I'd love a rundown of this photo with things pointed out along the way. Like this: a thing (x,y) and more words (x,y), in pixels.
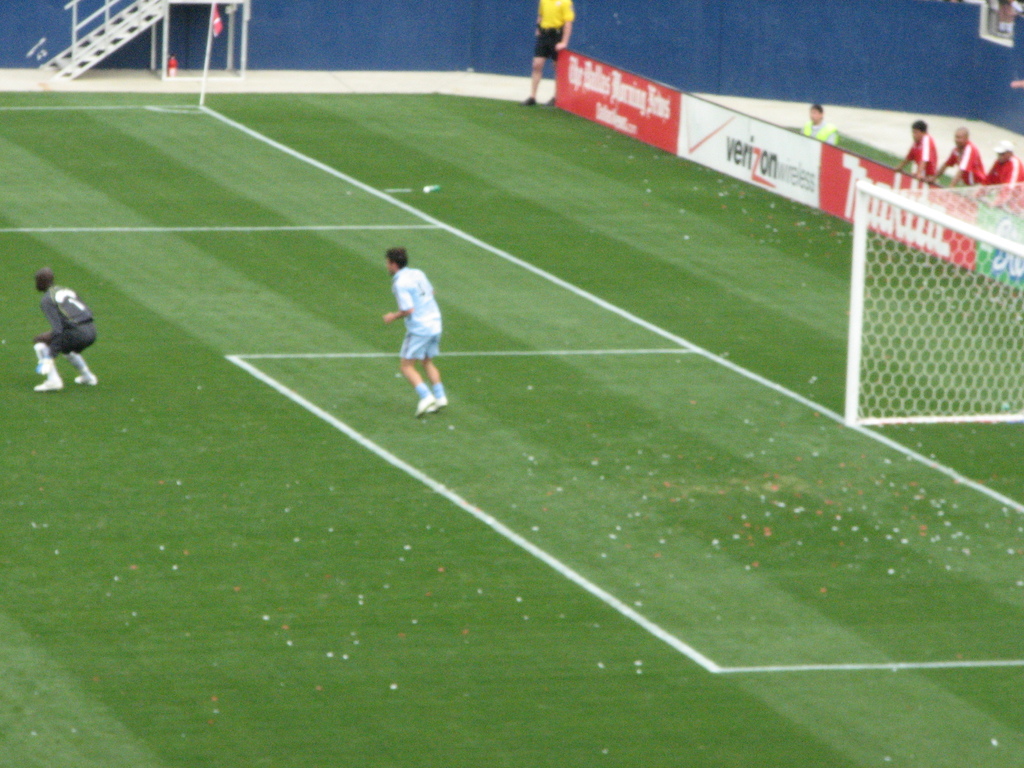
On the left (52,318) there is a person (70,321) in squat position on the ground (157,368) and behind him there is a person (439,317) in motion. In the background (140,53) there are few people (812,133) standing on the ground (833,434) at the hoarding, net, poles (965,227), flag (206,63) on the ground (5,90), wall (801,36) and some other items (72,47).
